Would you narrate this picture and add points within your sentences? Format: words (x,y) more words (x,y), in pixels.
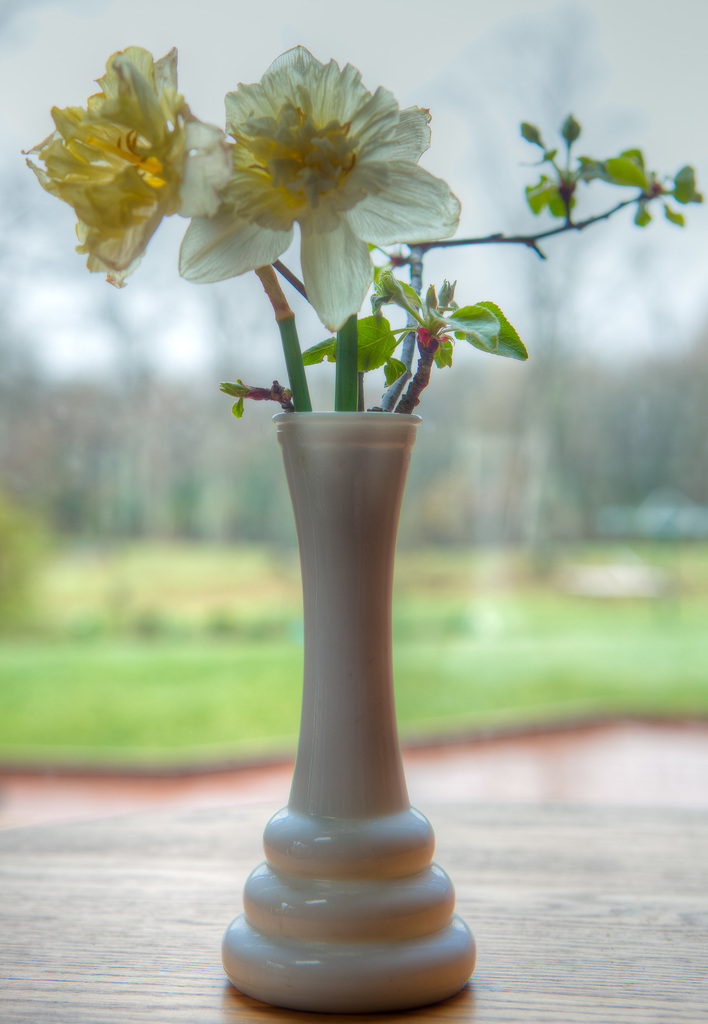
In this image on the foreground (316,306) there is a flower vase (344,442) on a table (475,884). In the background (430,523) there are trees (281,530), plants (285,583). The background (274,535) is blurry.
